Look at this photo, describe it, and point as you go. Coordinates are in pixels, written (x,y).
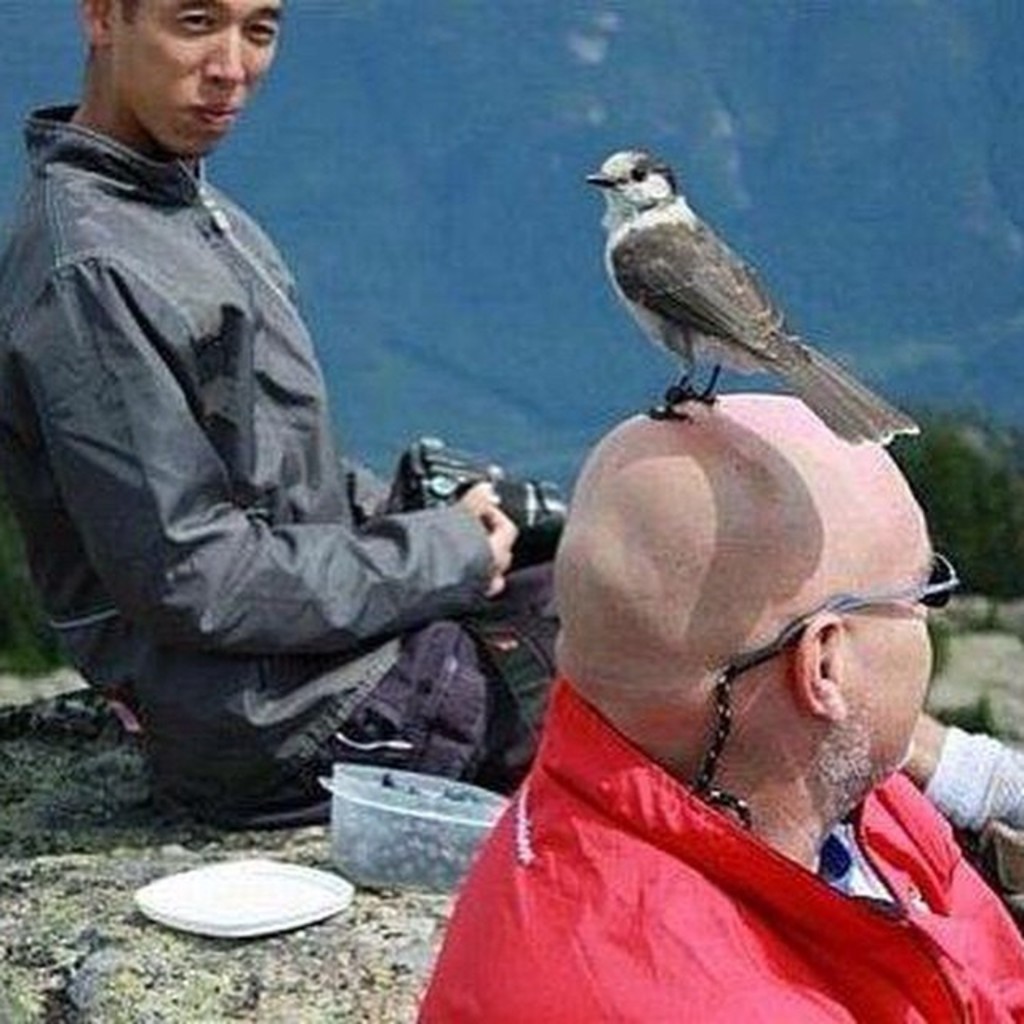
On the right side (838,407), there is a bird (632,260) on the bald head (777,396) of a person (628,664) who is in a red color jacket (615,908). On the left side (159,547), there is a person (154,310) in a gray color jacket (149,263), holding a camera (503,484) and sitting on a rock (146,775), on which there is a box (448,782) and there is its cap (234,863). In the background (443,388), there are mountains (913,244).
